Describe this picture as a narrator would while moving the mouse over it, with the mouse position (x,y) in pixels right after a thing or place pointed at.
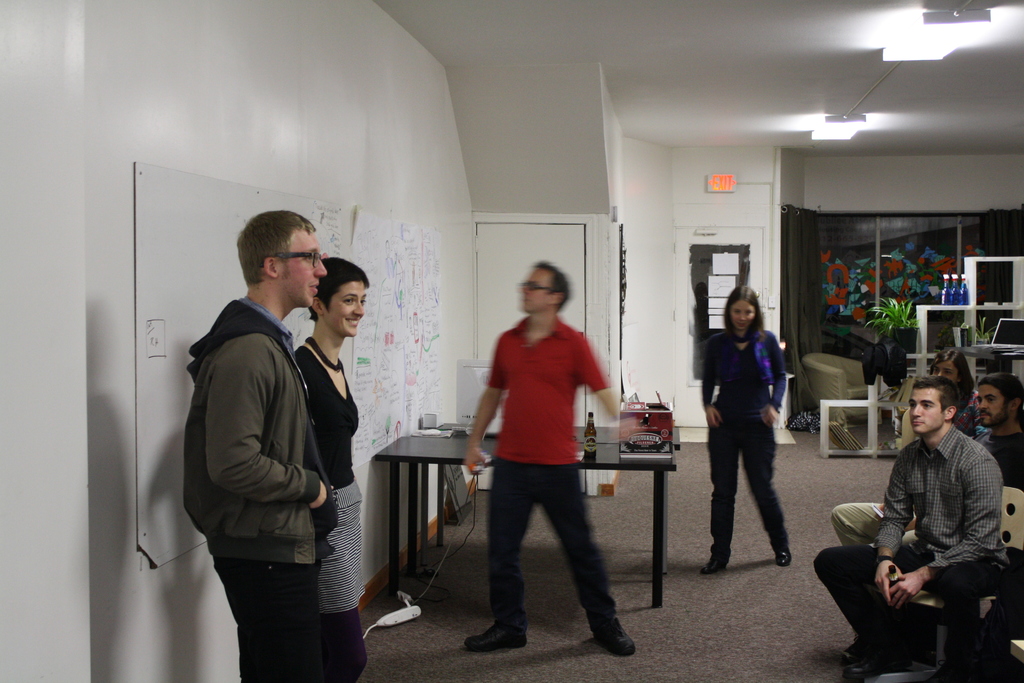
In this image there are so many people (862,538) in which some of them are standing in front of the boards (392,430) and some sitting on chairs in a room (528,544), behind them there is a table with some things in it, also there is a notice board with some papers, and some plant pots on the shelf (957,348).
